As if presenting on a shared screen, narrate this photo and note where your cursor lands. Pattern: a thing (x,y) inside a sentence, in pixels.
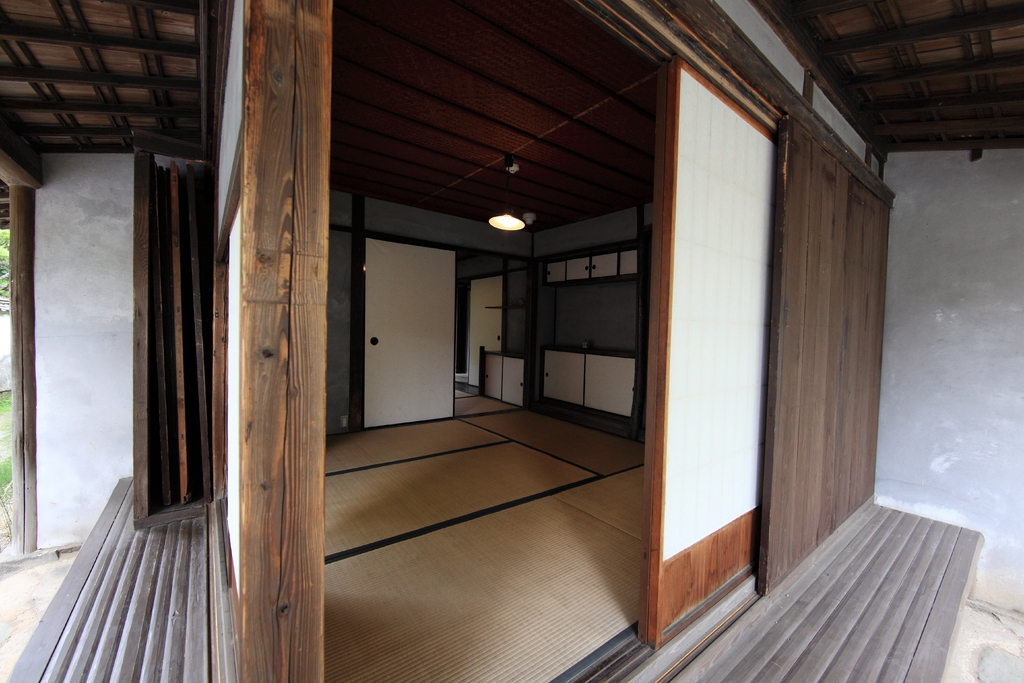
Picture inside of a house (478,137). Here we can see doors (419,316) and cupboard (566,367). Floor (426,495) with mats (522,496). These are walls (66,461). Light (516,226) is attached to the rooftop (492,143).
